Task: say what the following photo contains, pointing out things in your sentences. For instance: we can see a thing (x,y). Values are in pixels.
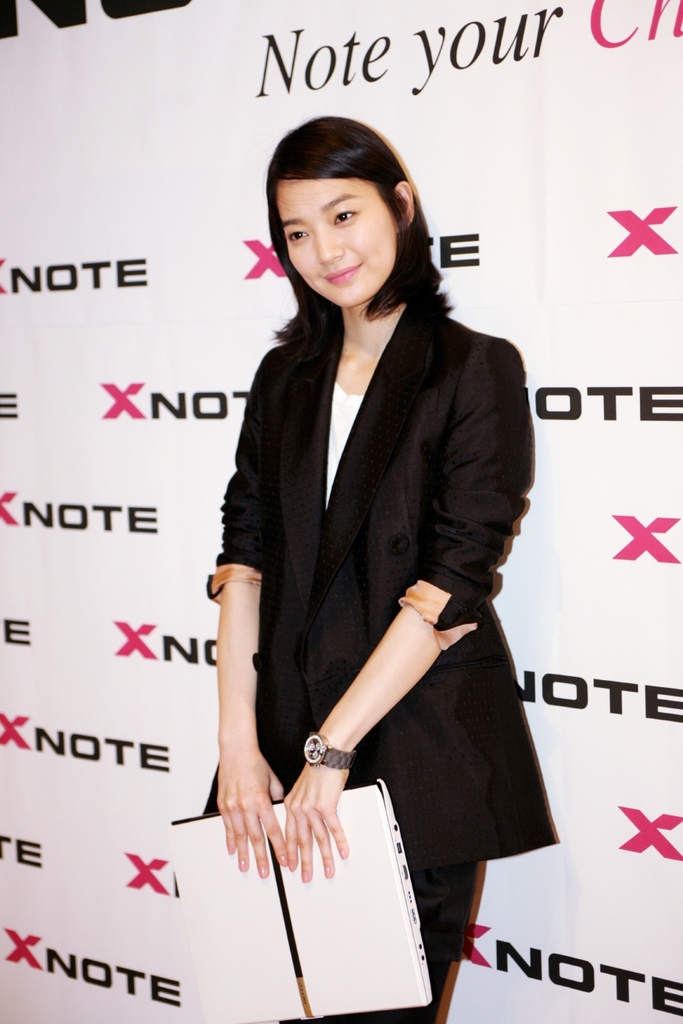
In this image we can see a woman (506,849) and she is holding the laptop (416,995) in her hands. She is wearing the black color suit (460,545) and there is a smile on her face (376,218). In the background (500,910), we can see the hoarding (171,454).
